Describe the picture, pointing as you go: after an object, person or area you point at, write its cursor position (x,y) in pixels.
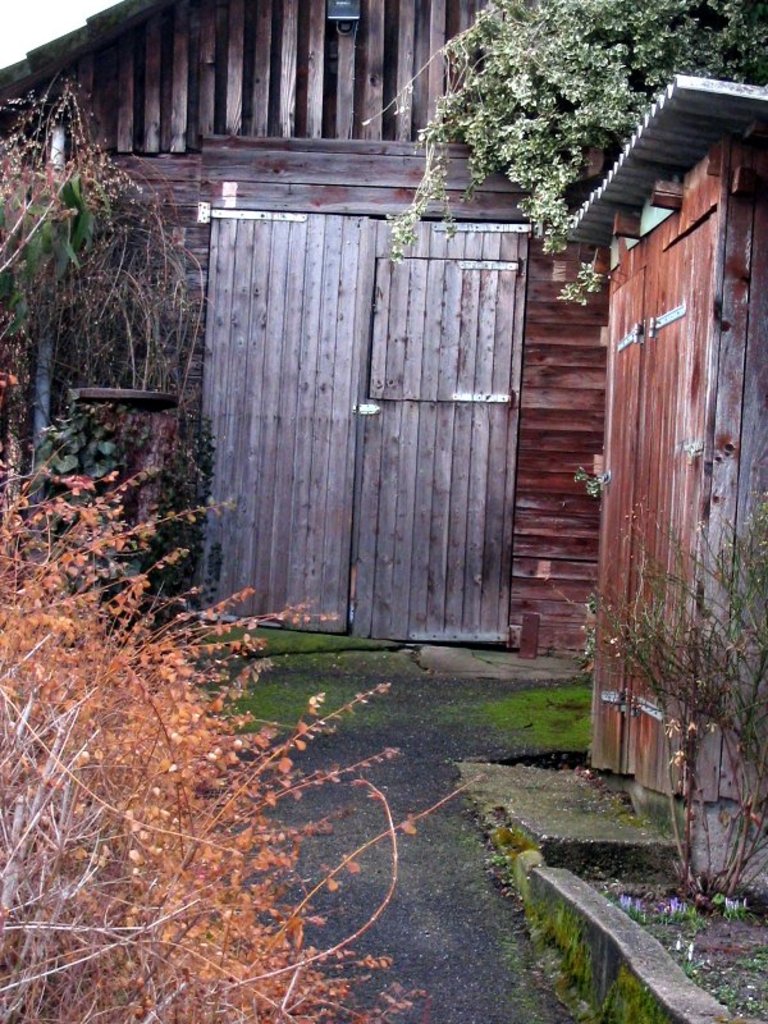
At the bottom of the picture (468,874), we see the road (378,850). On the left side (113,604), there are trees (100,694). On the right side (671,760), we see a plant (718,690) and a wooden shed (699,610). In the background (530,327), we see a building (304,110) and a grey door (311,424). At the top (471,157), we see the tree (498,105).
